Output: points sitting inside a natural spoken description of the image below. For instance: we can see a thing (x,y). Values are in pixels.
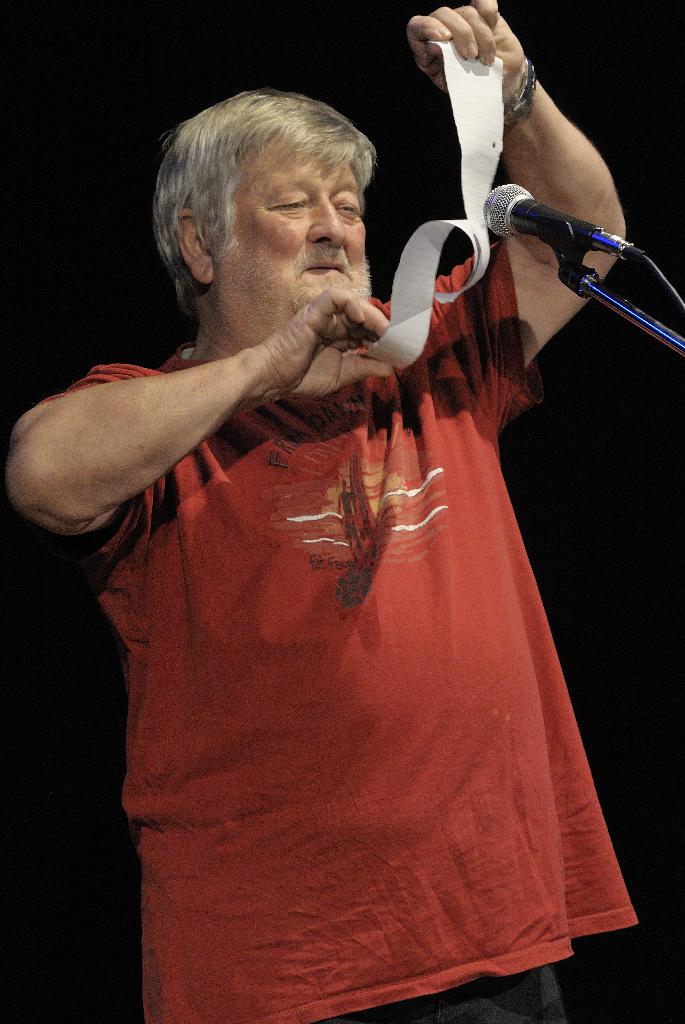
In this image we can see a man (45,509) is standing and holding paper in his hands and on the right side (570,220) we can see a mic (555,218) on a stand (563,263). In the background (595,753) the image is dark.
